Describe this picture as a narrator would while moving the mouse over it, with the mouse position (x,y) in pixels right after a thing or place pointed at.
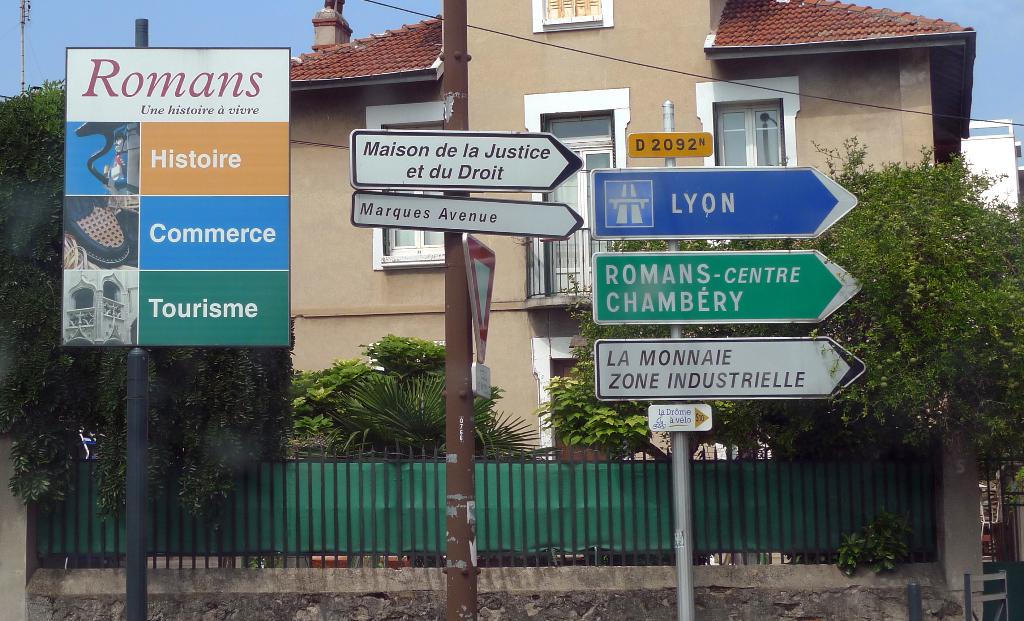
In this image I can see three poles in the front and on it I can see number of boards (88,171). I can also see something is written on these boards (818,293). In the background (313,409) I can see few trees (65,364), few buildings (950,155), a wire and the sky (262,14).
